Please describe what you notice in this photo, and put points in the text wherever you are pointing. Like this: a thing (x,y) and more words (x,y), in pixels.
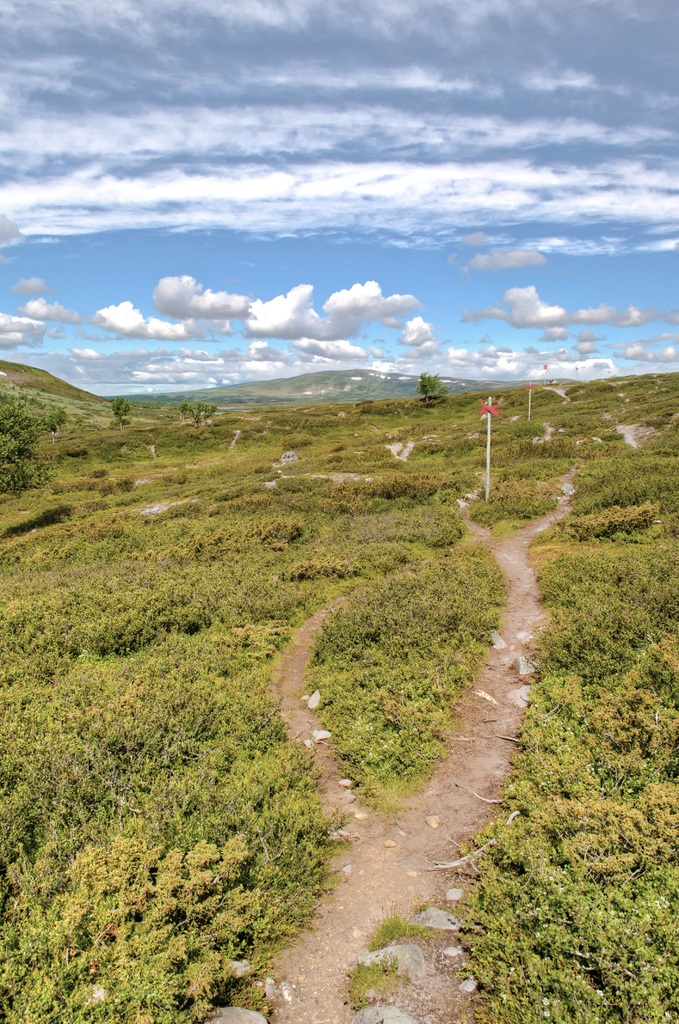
In this image there are plants (268,728), trees (2,421), poles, hills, and in the background (522,345) there is sky (361,302).
